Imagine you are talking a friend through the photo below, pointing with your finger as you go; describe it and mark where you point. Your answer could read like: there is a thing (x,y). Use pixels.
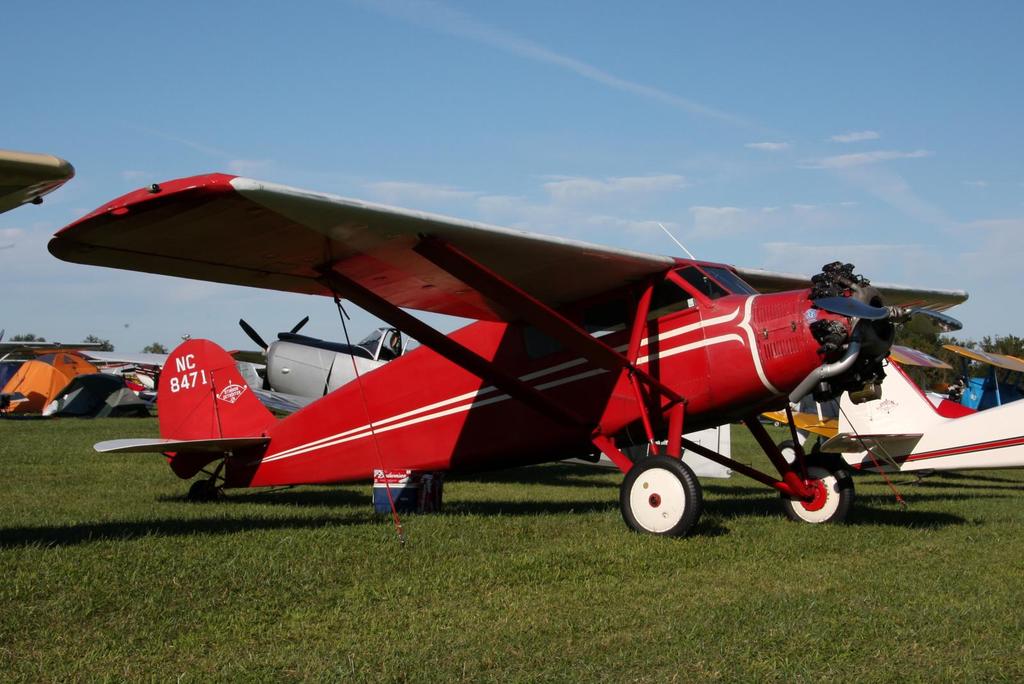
In this image I can see a red color flight (508,344) visible on the ground (302,553) and I can see a aircraft (1022,367) on the right side (917,409) and I can see the sky (196,123) at the top (303,123).
